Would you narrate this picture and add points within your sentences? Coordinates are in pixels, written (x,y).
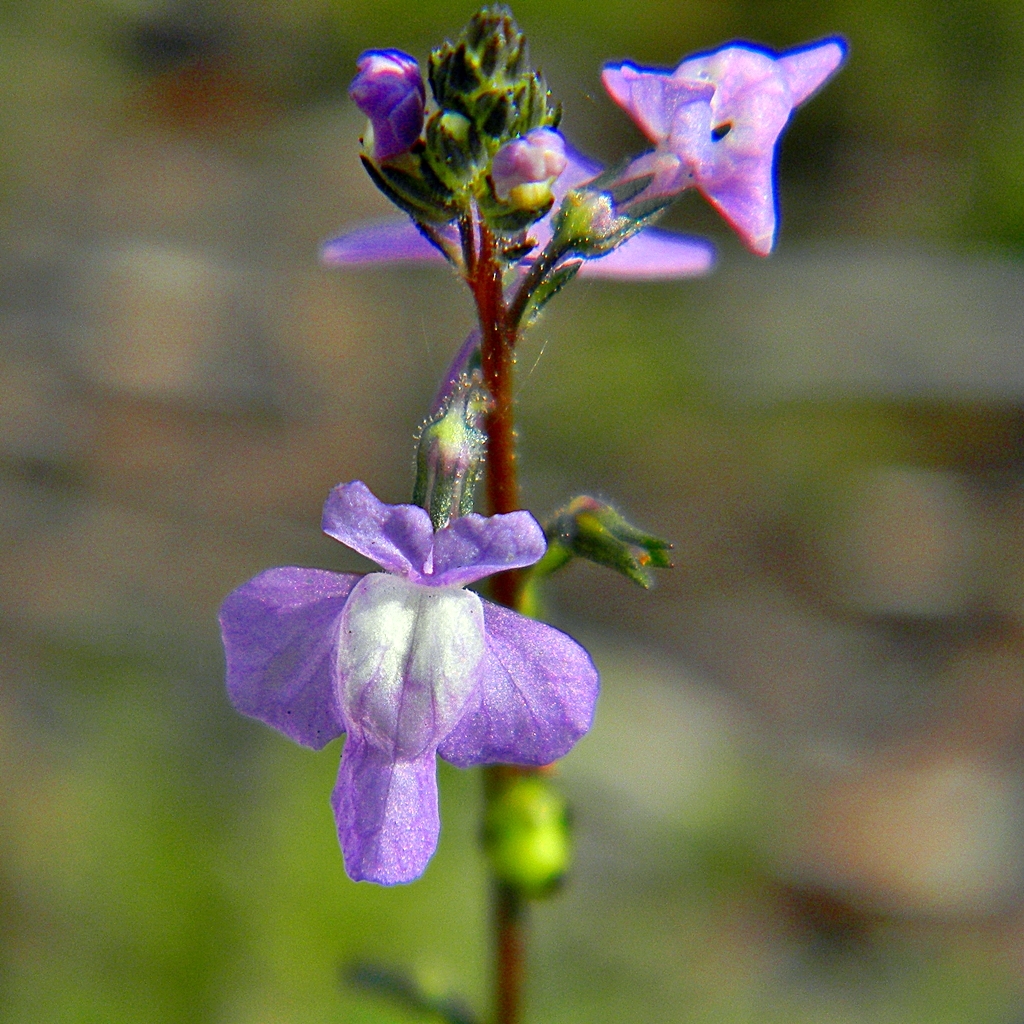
In the front of the image (493,355) there are flowers (457,643), buds (486,175) and stems (524,901). In the background of the image (269,525) it is blurry.
